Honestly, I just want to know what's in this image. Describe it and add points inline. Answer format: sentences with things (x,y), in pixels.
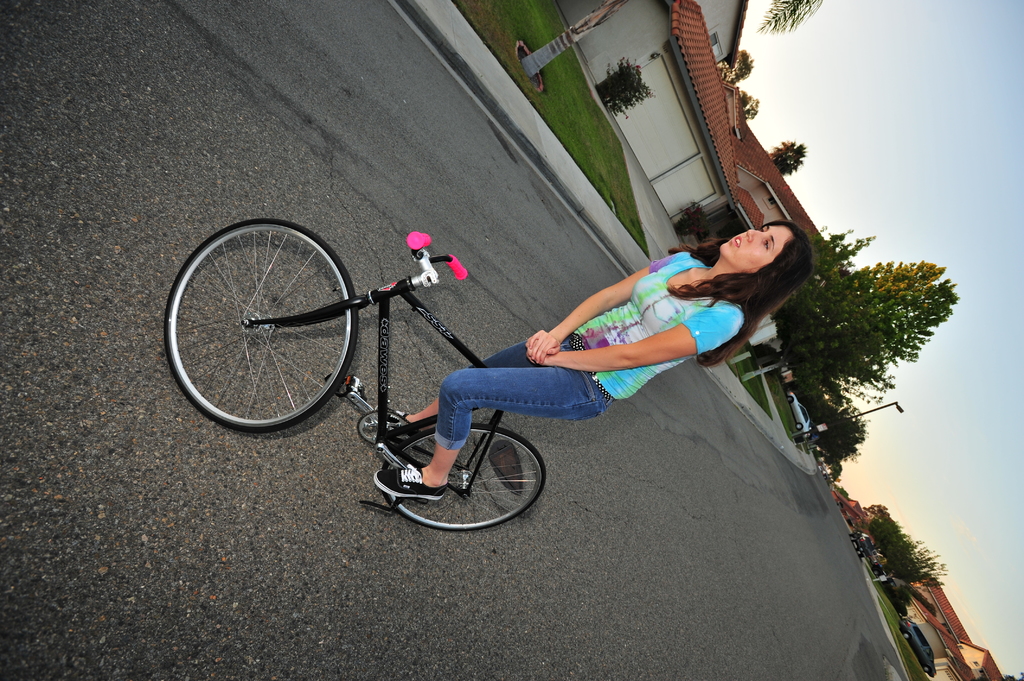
This image is taken outdoors. At the bottom of the image (436,554) there is a road (607,553). On the right side of the image (962,302) there is a sky (940,382) and there are a few houses (969,644). Two cars (922,644) are parked on the road (860,588) and there is a tree (916,591). In the background (704,166) there are a few houses (711,155) with walls (770,207), windows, doors (662,140) and roofs (746,135) and there are a few trees (835,345) and a street light (850,416). In the middle of the image (637,287) a woman (642,300) is riding on the bicycle (353,295).
